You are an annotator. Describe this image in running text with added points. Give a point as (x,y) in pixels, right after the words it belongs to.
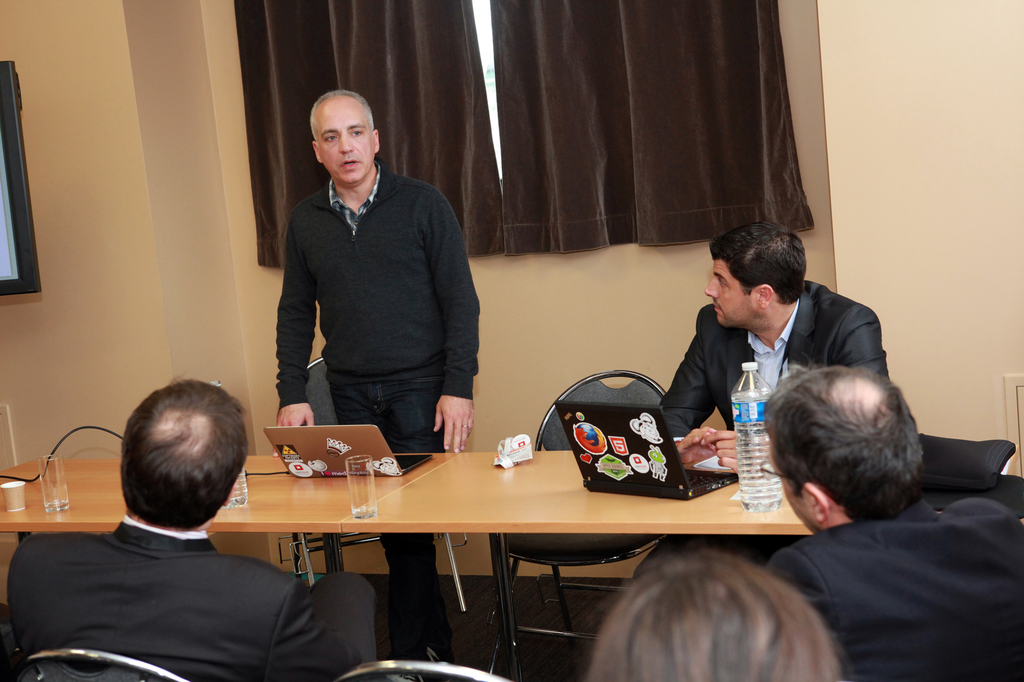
In this image I can see the group of people (842,459) sitting. Among them one person (304,365) is standing. In front of them there is a laptop (319,462), bottle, glass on the table (519,489). At the back side (641,67) there is a curtain (379,95) and the frame (10,199) attached to the wall (847,180).
